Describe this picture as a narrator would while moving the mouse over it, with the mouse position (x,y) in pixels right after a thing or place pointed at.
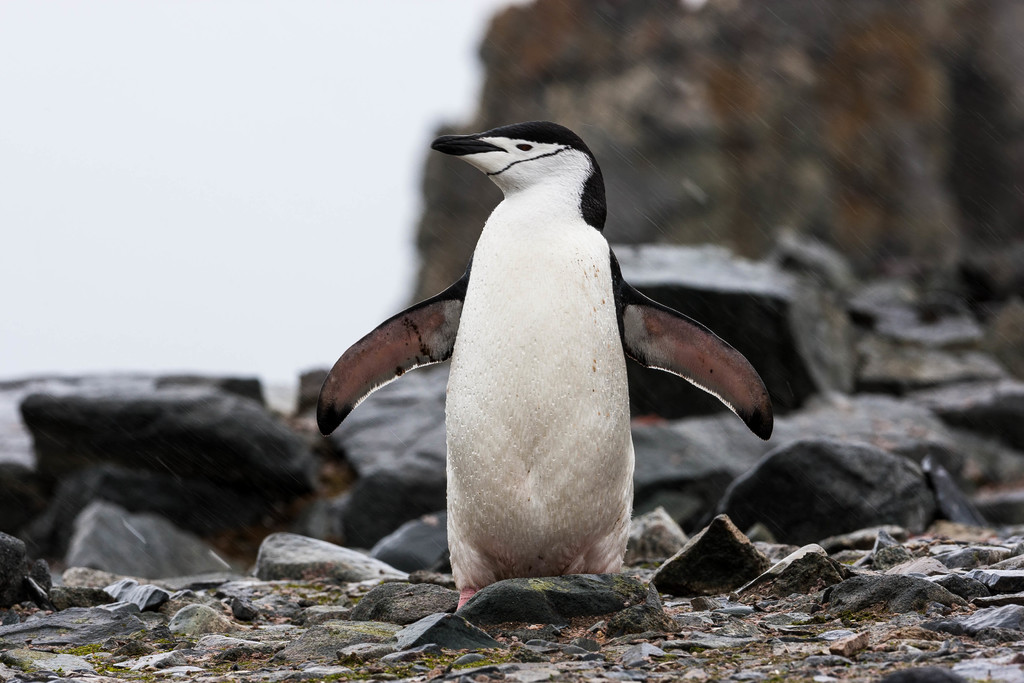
In the center of the image (545,377) we can see one penguin (545,377), which is in black and white color. And we can see stones (133,610) and a few other objects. In the background (620,250), we can see it is blurred.
